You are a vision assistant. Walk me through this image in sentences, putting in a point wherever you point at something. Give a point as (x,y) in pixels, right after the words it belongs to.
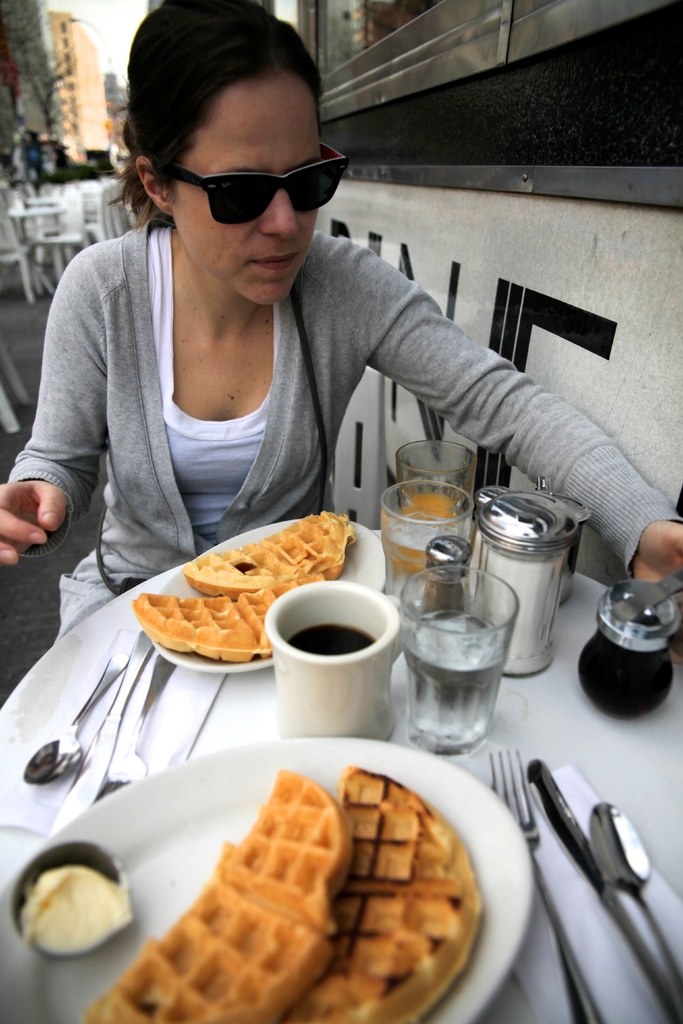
In this picture there is a woman (183,295) sitting beside the table (651,728). She is wearing a grey jacket (132,294) and white t shirt (177,447). On the table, there were two plates (236,545) of waffles (336,860), glasses (409,634), jars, forks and spoons (618,820) were placed on the table (617,722). In the background (17,220) there are chairs (104,214) and tables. Towards the right (628,340) there is a wall (493,225).
